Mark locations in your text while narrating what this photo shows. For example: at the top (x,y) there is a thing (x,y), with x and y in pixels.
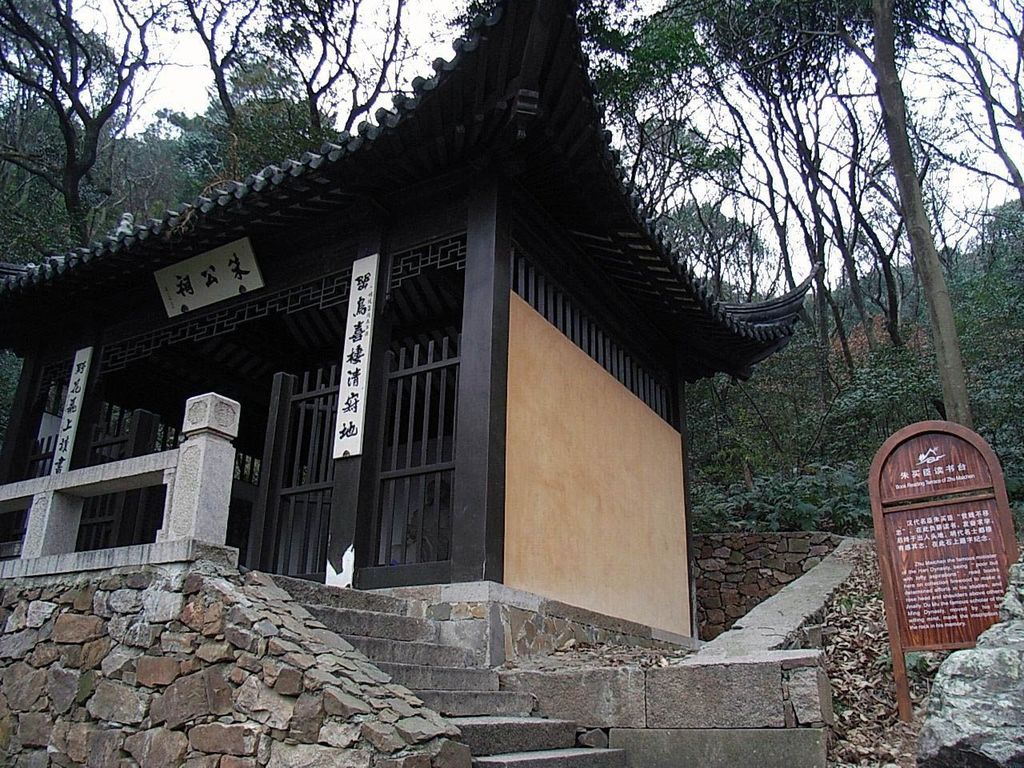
As we can see in the image there is a house (317,338), stairs (380,600), plants (790,501), trees (16,102) and sky (415,10).
